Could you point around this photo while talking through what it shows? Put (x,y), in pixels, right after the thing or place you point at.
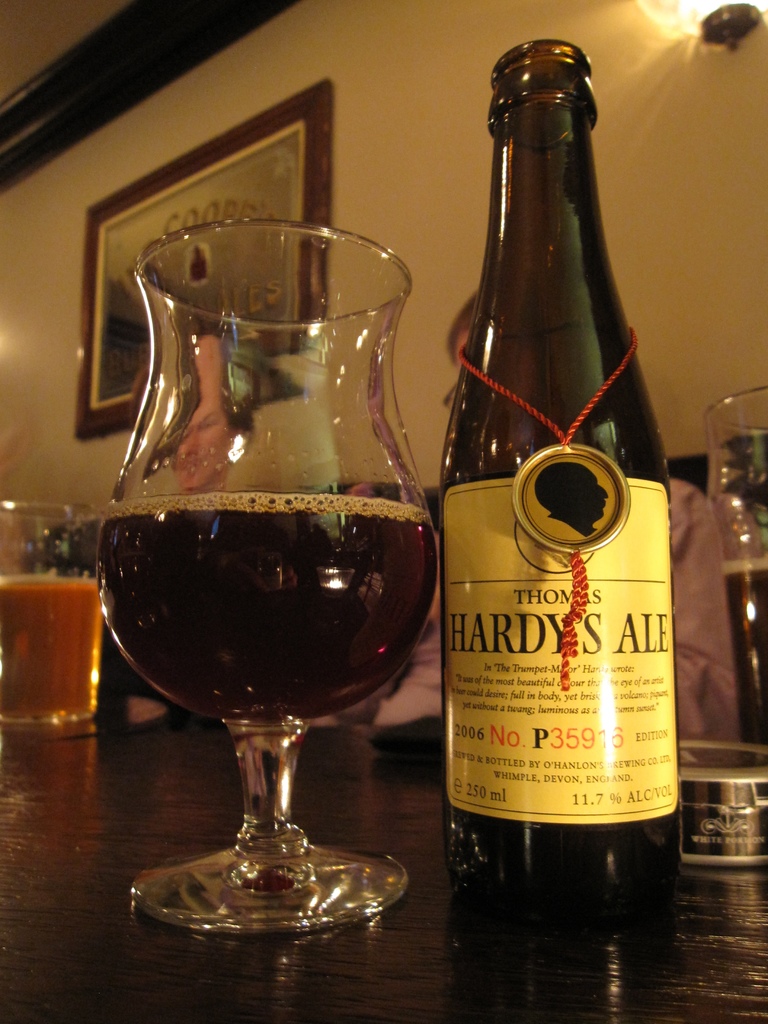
In the picture there is a bottles (475,441) and few glasses (214,695) kept on the table (356,787), in the background (291,4) there is a wall (637,308) and there is a frame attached to the wall (20,232). On the right side (723,27) there is a light (693,15) fit to the wall (744,88).
